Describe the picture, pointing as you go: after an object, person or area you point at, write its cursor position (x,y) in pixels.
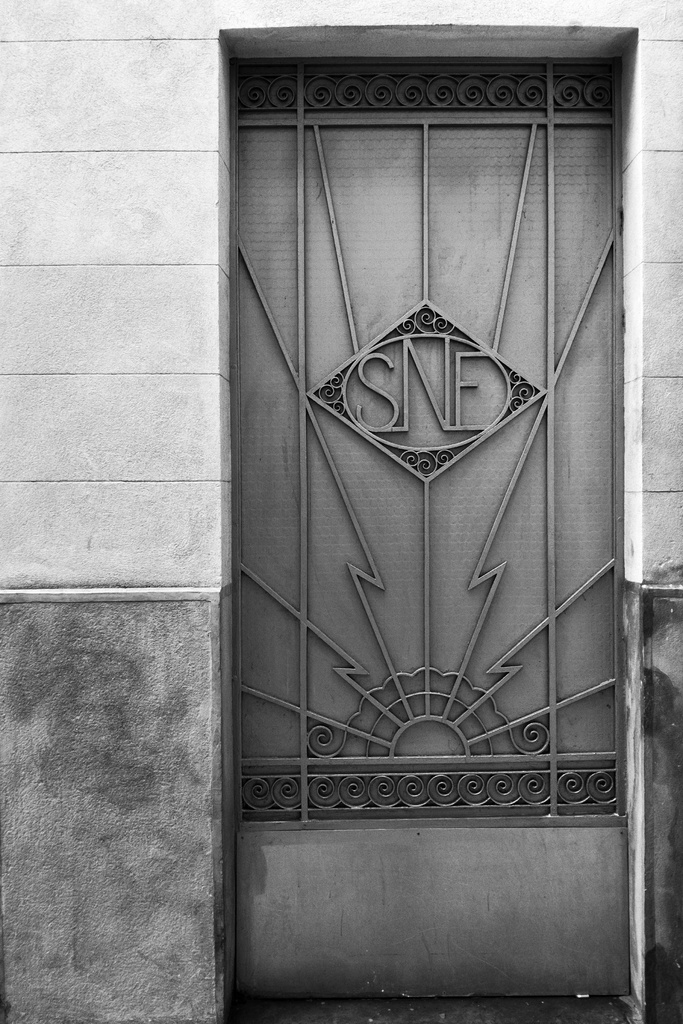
This image consists of a gate (469,750) made up of metal (510,759). On which, there are thin metal rods (424,212). And we can see a wall (679,580) beside the gate (455,545).
